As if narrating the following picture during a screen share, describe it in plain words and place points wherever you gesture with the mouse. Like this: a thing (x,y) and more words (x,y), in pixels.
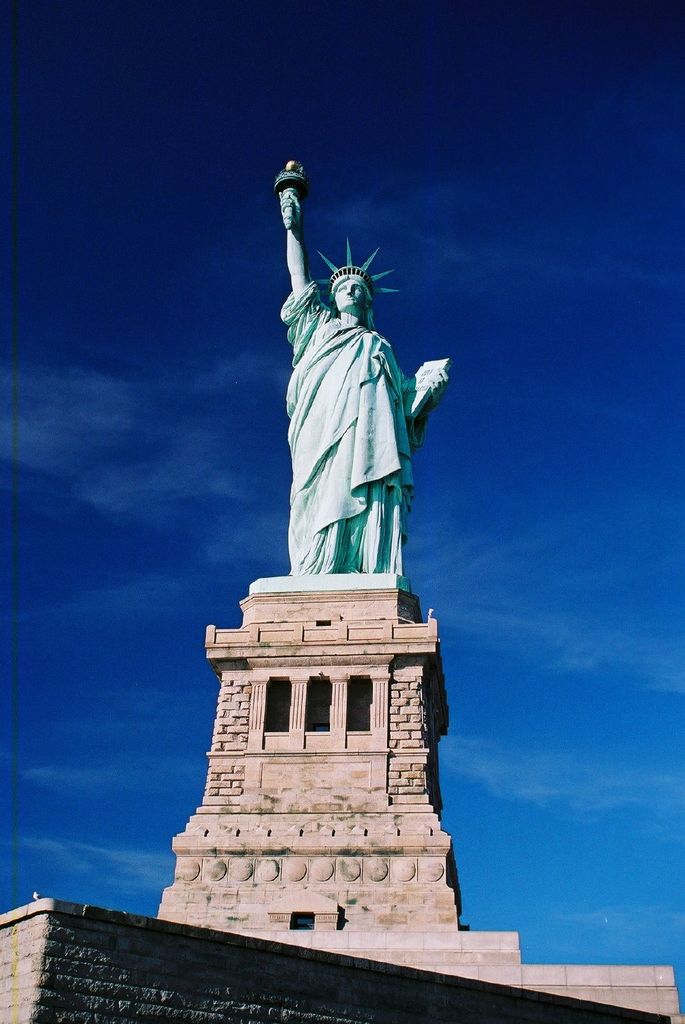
In this image there is a statue of liberty (281,201) on the block (285,643), there are some clouds (622,652) in the sky (505,843).
